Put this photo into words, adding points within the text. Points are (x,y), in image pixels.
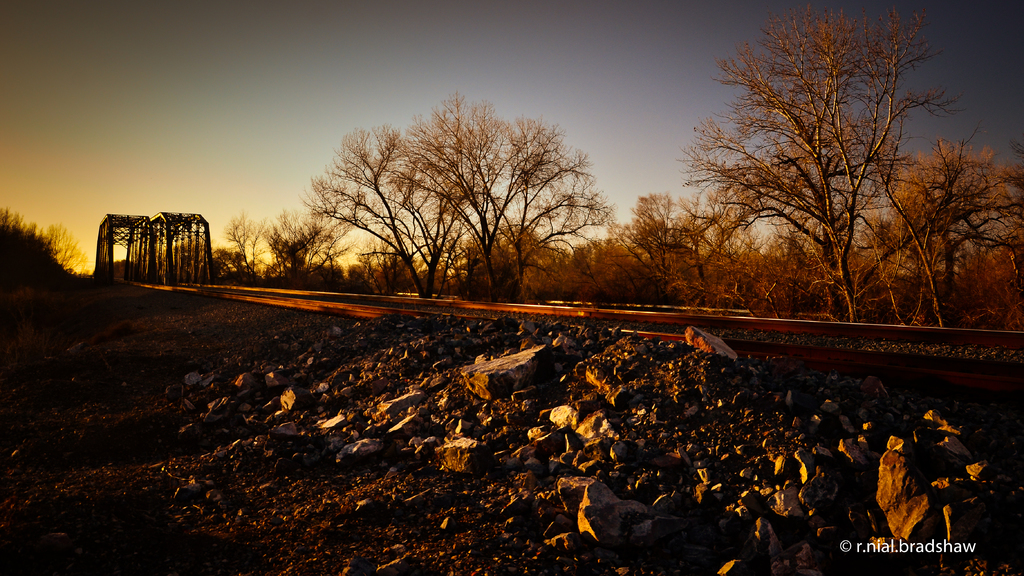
In this image we can see some rocks (305,444), railway track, bridge (175,240), trees (218,253), also we can see the sky (424,78).
